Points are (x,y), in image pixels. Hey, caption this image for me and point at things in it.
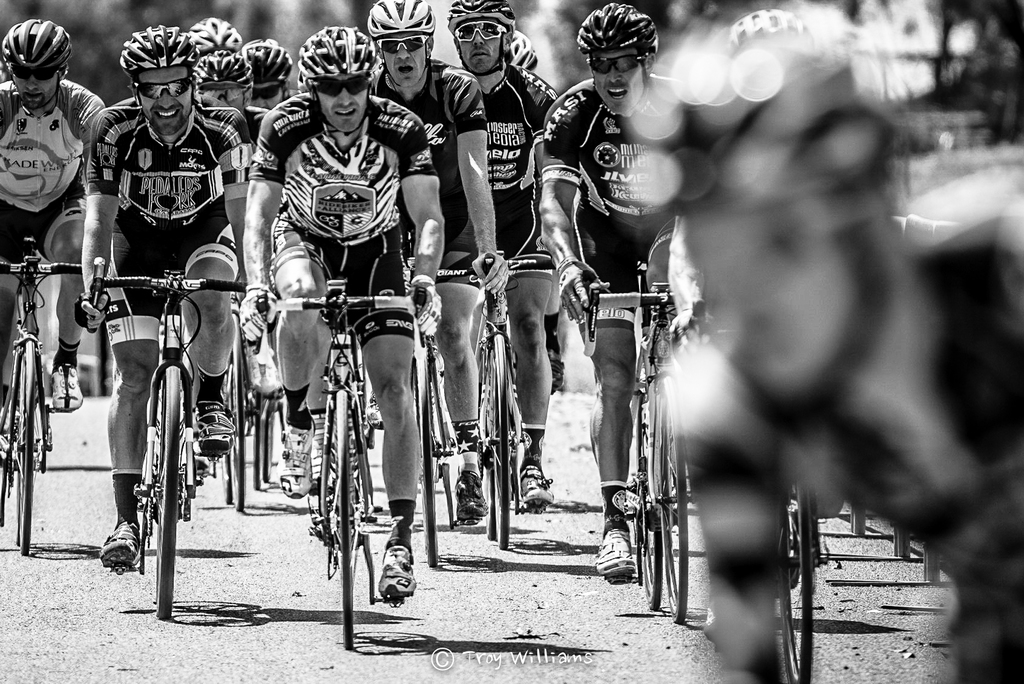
In this we can see a group of people (308,176) riding their bicycles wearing the helmet (519,58) and shades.
